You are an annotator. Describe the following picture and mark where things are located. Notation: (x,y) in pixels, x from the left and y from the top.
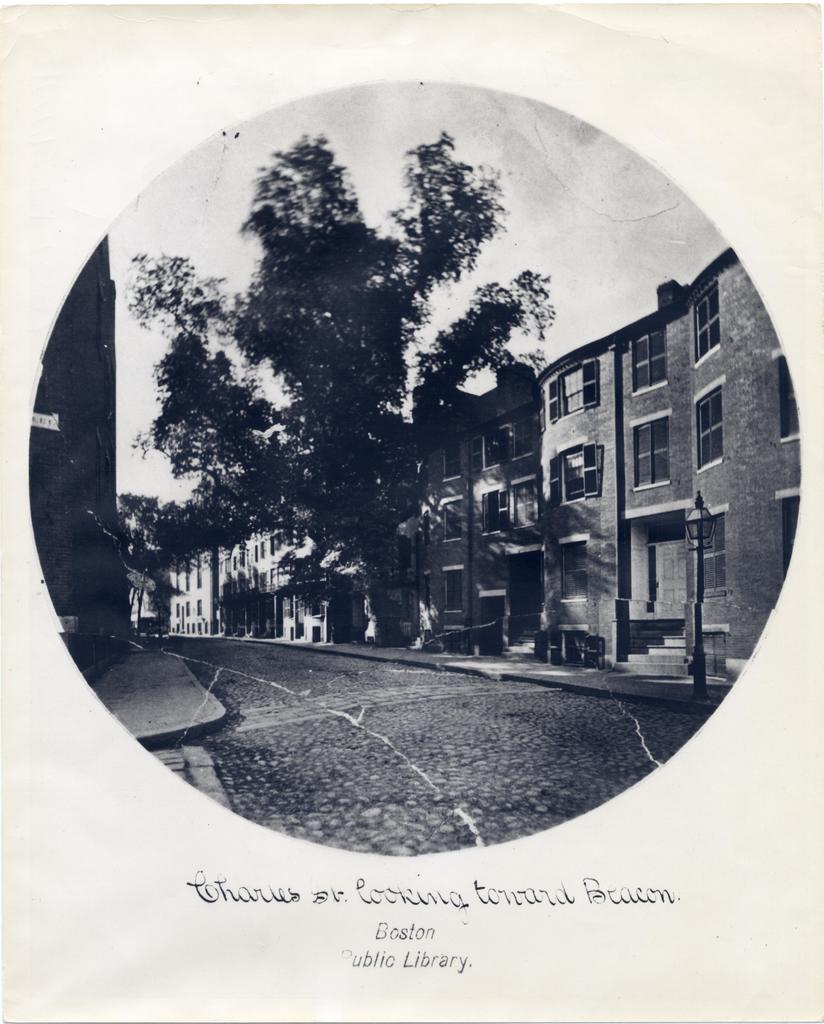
In this image there are buildings (732,542), trees (334,404), road (428,699) and the sky (560,336), at the bottom of the image (215,874) there is some text (317,899) on the paper (601,870).
